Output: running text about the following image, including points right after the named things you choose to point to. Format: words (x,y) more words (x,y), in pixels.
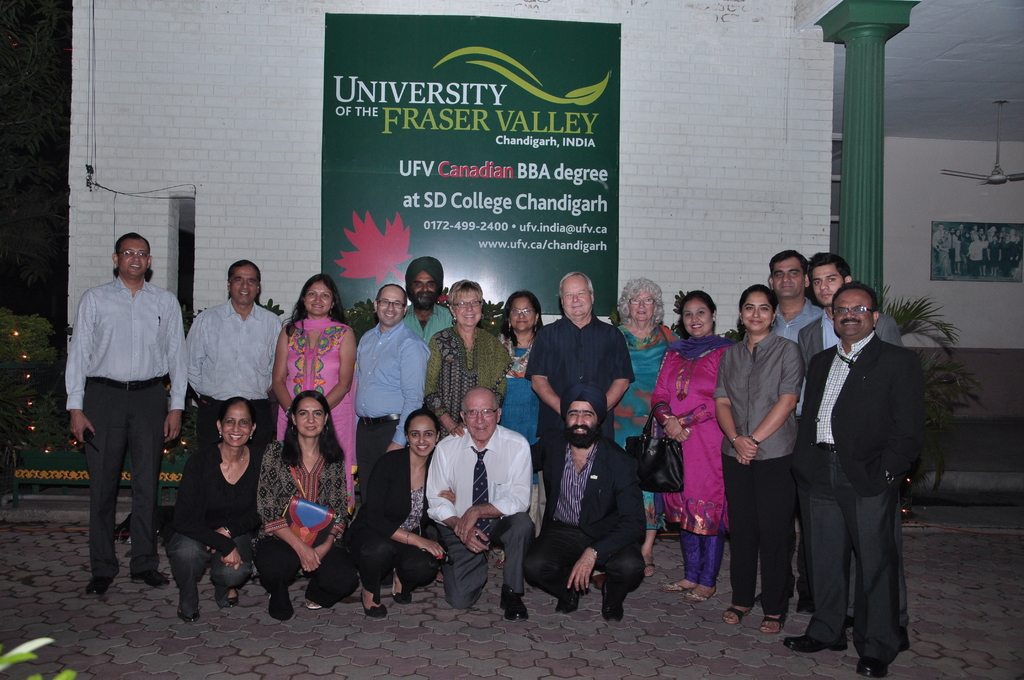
In this image I can see a group of people (504,358) standing and wearing different color dresses (637,421). Back I can see a building (769,170), green board (557,158), pillar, fan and frame (941,260) is attached to the wall (908,208).
